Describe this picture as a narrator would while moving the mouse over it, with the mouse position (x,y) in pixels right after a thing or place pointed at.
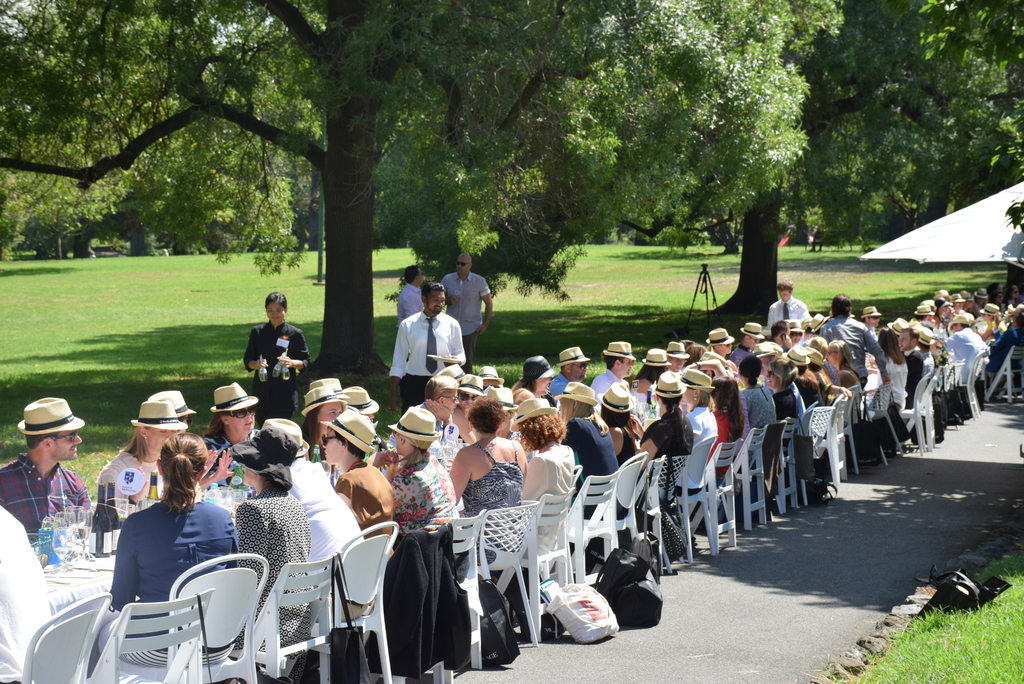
There is a group of people (483,300). They are sitting on chairs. Some persons (437,298) are standing. They are wearing a cap (493,394). There is a table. There is a glass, bottle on a table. In the center (440,340) we have a person (440,348). He is holding a plate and he is wearing a tie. On the left side (276,306) we have a woman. She is holding a bottle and she is a wearing a id card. We can see in background (641,152) trees (748,200) and tent (984,259).
